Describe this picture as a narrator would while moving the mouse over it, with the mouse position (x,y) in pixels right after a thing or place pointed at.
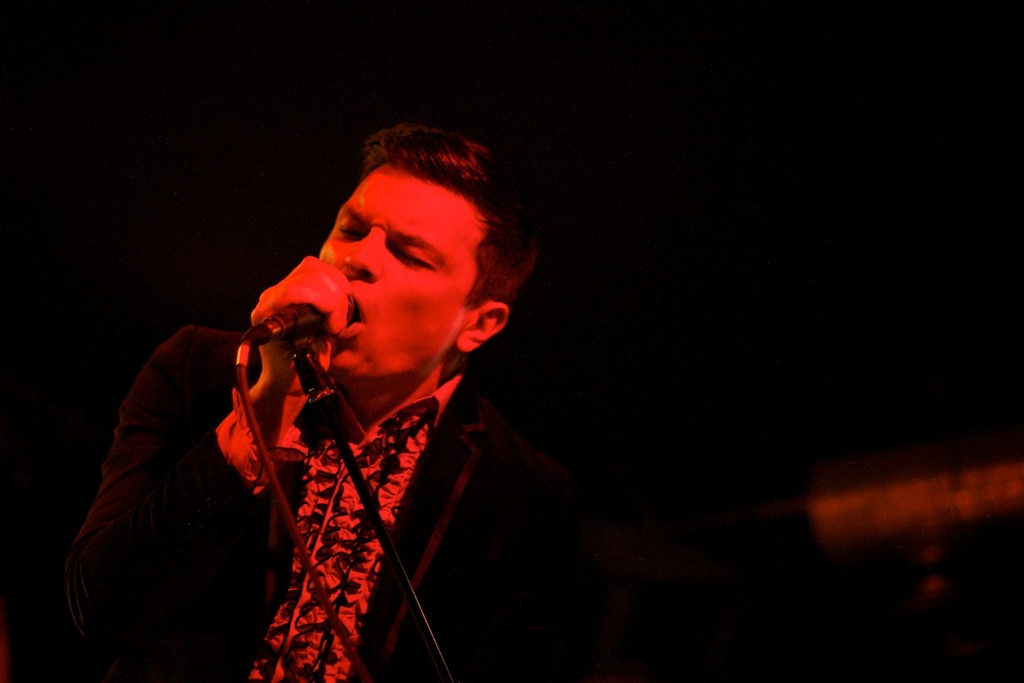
In this image I can see the person (73,609) and the person (411,477) is holding a microphone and singing and I can see the dark background (207,295).
